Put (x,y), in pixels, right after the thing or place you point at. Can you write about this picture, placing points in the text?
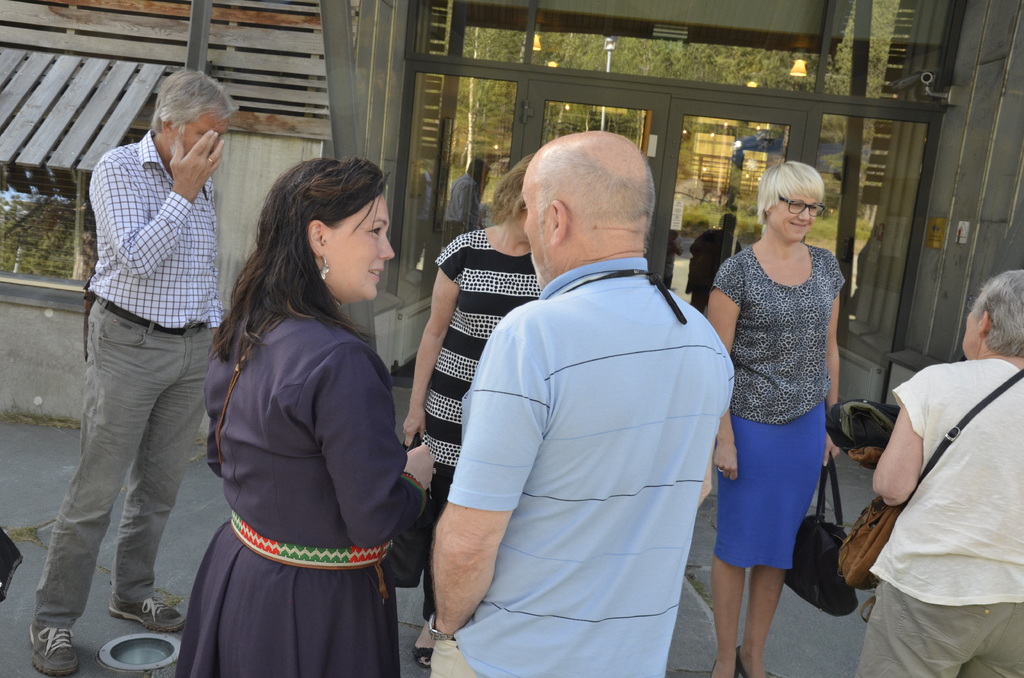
There are persons (495,511) in different color dresses (583,496) on the floor (106,626). In the background (383,90), there is a building (328,8) having glass doors (560,106).
